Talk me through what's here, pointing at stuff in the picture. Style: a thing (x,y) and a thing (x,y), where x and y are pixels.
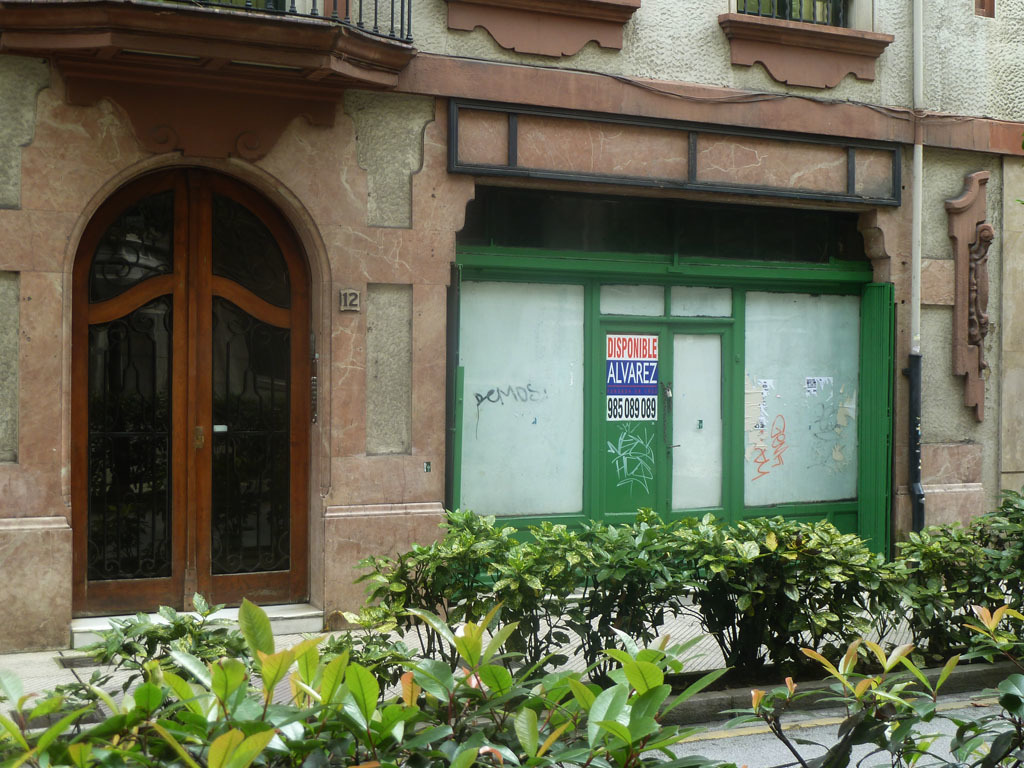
In the image there is a building (603,75) in the back (567,111) with door (178,302) on the left side (131,333), in the front (362,574) there are plants (984,718) on the road (926,725).
